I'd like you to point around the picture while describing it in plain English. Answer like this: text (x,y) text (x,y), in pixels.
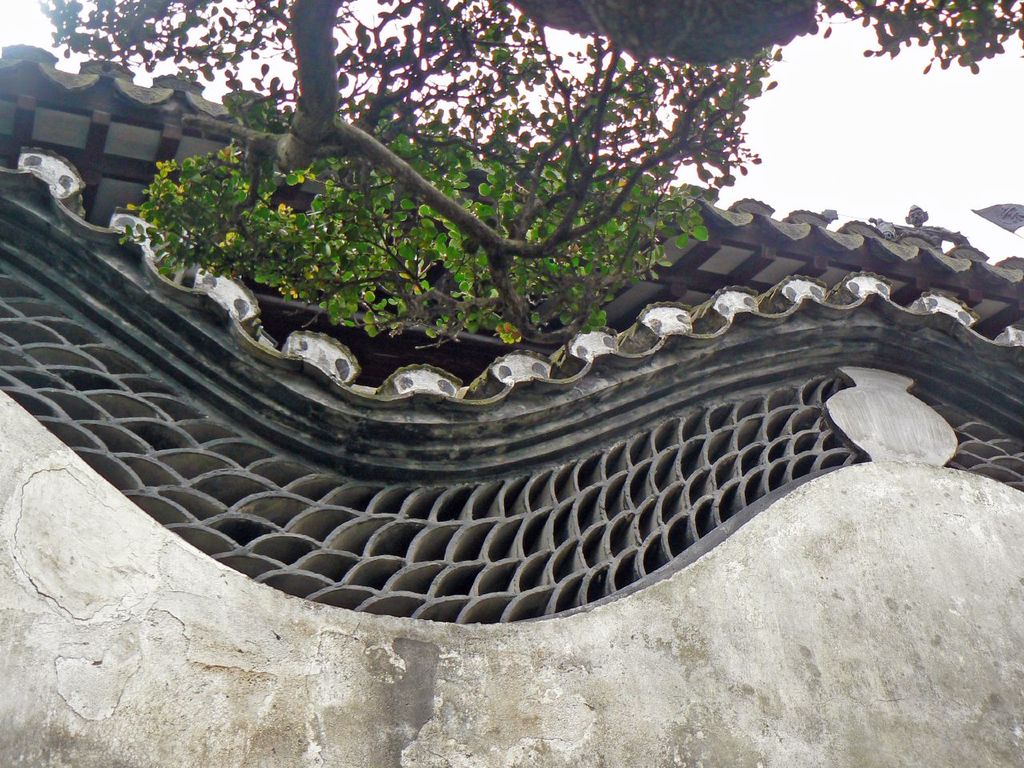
This picture shows a building (383,337) and we see a tree (675,221) and a cloudy sky (686,173).
